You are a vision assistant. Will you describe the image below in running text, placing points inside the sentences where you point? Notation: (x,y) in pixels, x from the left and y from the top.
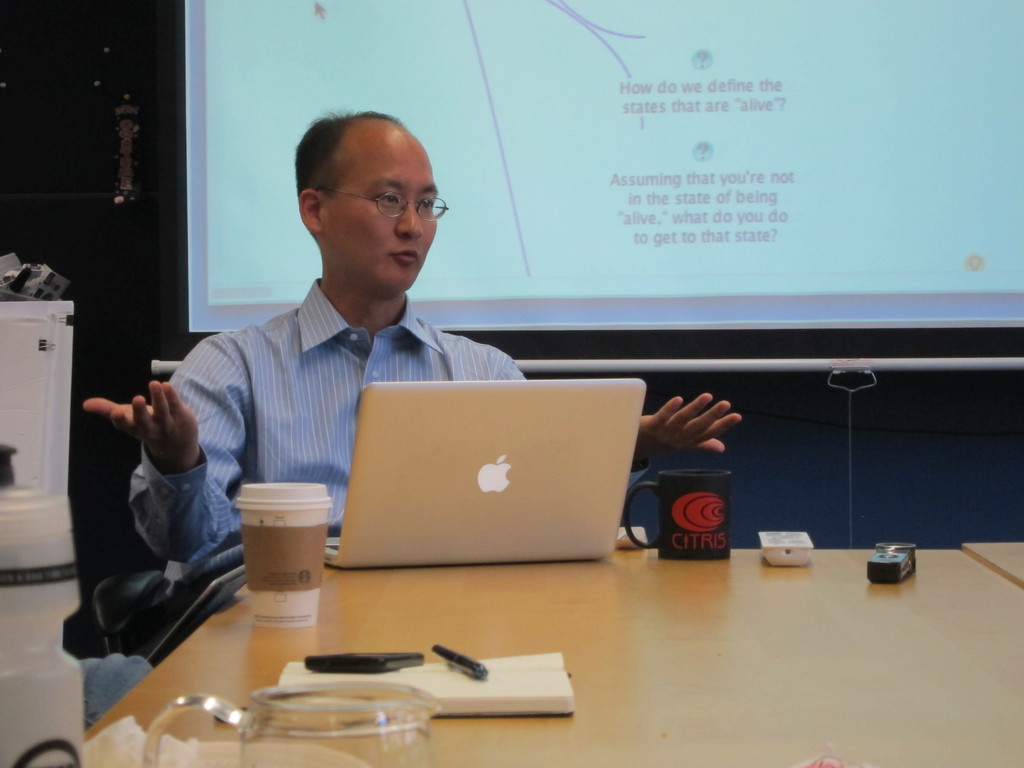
In this image I see a man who is sitting and is in front of a table (864,664) and on the table (414,590) i see cups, remote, a book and a laptop (342,565). In the background (497,319) I see the screen (482,315).
